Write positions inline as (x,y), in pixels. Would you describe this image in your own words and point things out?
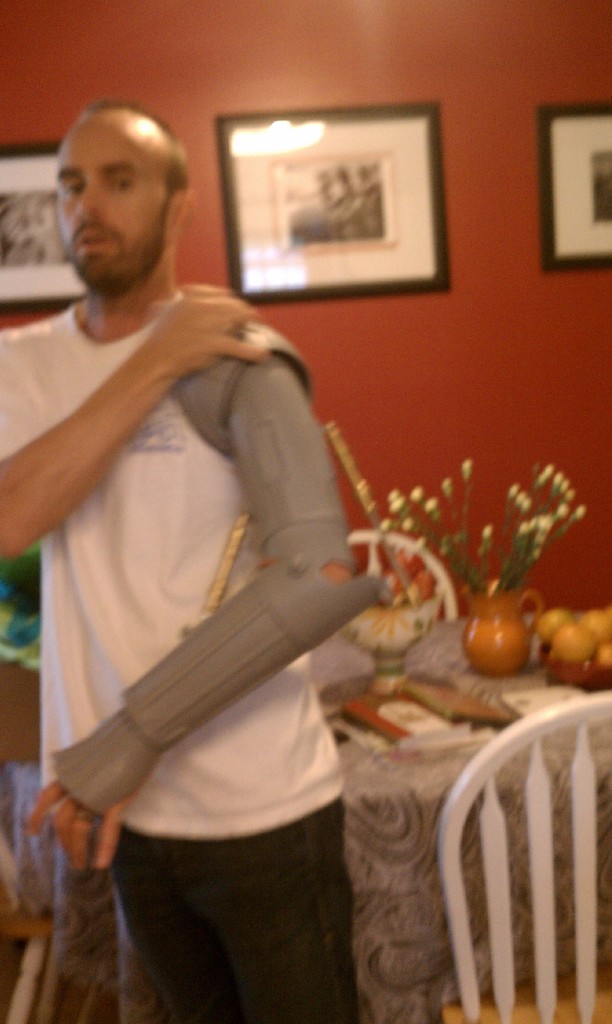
In the center of the image (205,527), we can see a person (171,583) standing and he is having a grey armour sleeve (257,541) on his arm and we can see frames (382,138) on the wall (418,419) and we can see fruits (570,632), vase (497,598) and some other objects (397,690) on the table (358,743) and we can see some chairs (508,900).
